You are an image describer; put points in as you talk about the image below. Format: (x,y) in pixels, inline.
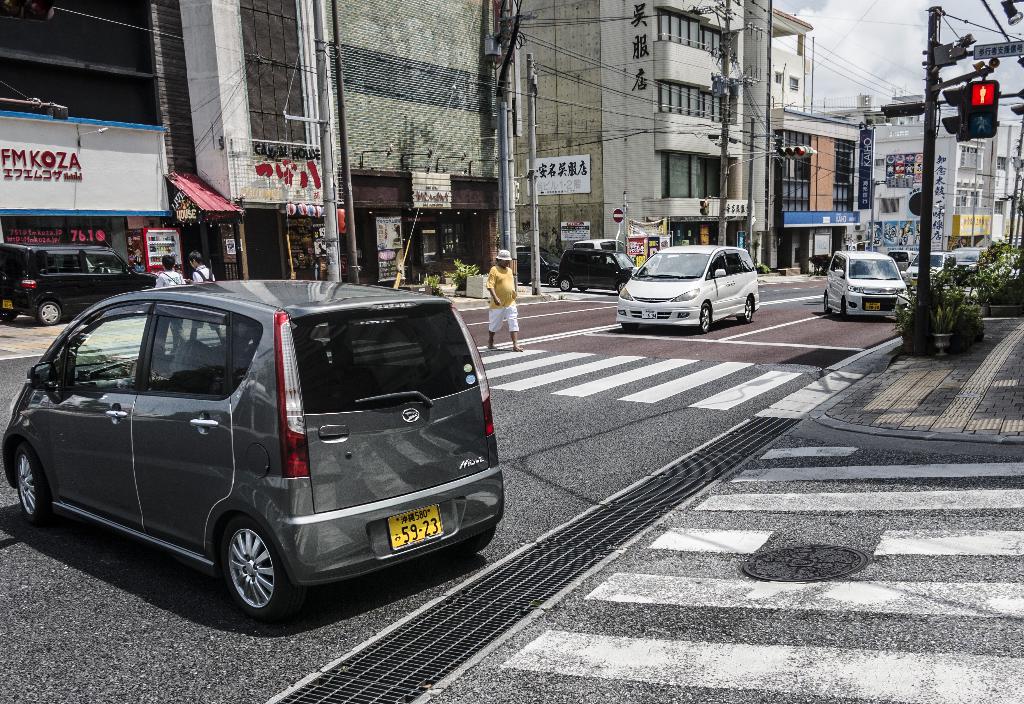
In this image we can see vehicles (547,275) on the road (642,402). There are people (201,270) walking. In the background of the image (489,186) there are buildings (48,25), poles (718,56). At the top of the image (889,38) there is sky (857,23). To the right side of the image (1001,248) there are plants (900,323).
